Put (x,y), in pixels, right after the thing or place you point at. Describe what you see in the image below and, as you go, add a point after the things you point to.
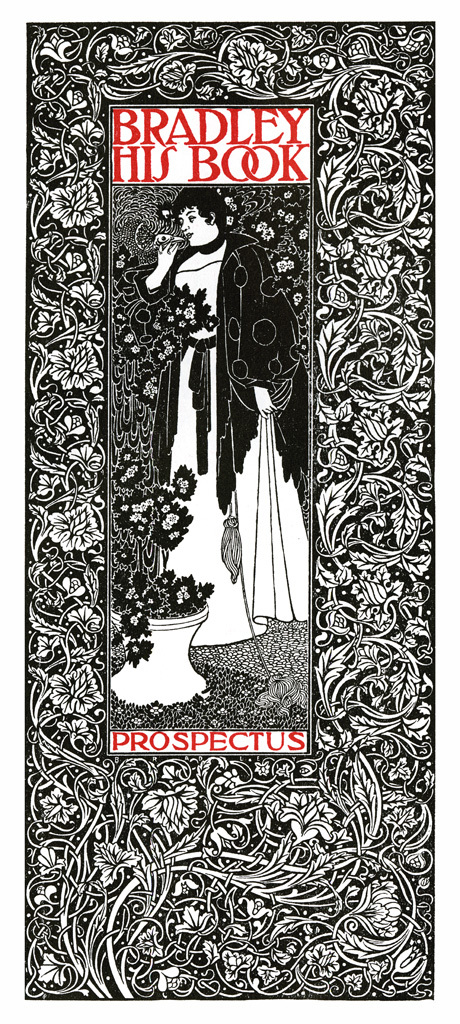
In this image I can see the person (243,361) is standing and holding something. I can see the flowerpot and something is written with red color. I can see the graphic design (365,714) in black and white.
